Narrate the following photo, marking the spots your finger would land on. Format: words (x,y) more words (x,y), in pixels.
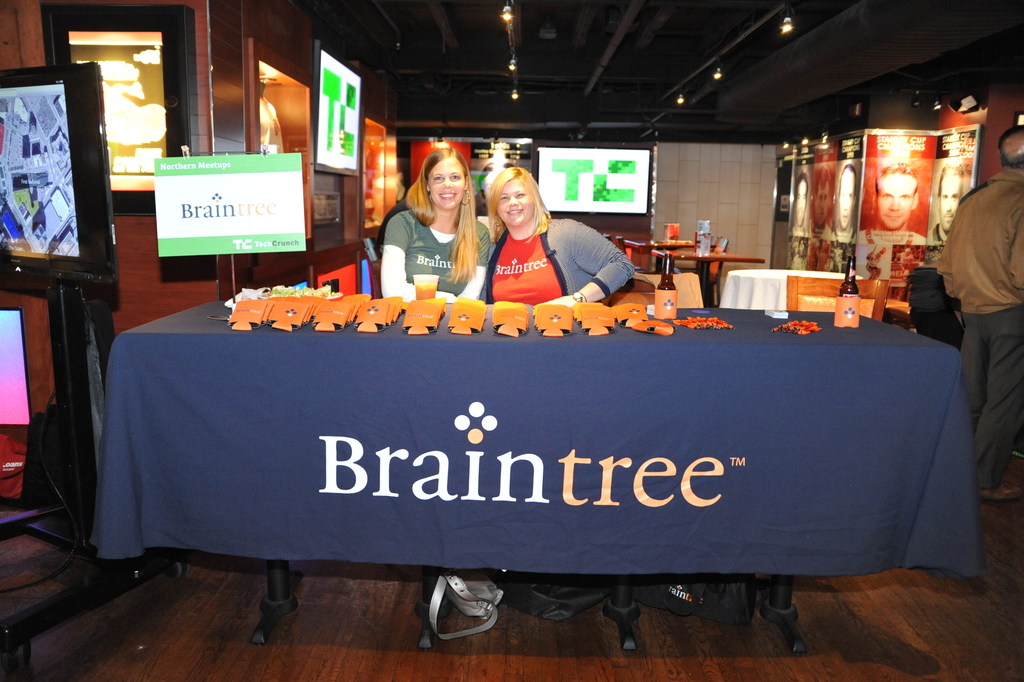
there is table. on the table cloth (347,508) braintree is written. on the table (615,395) there is a bottle (662,307) and other papers (581,313). behind the table (483,317) there are two women (490,239). behind them there are screens (564,150). at the right side (960,219) there is a person (1001,263) standing. behind him there are posters (853,173).
